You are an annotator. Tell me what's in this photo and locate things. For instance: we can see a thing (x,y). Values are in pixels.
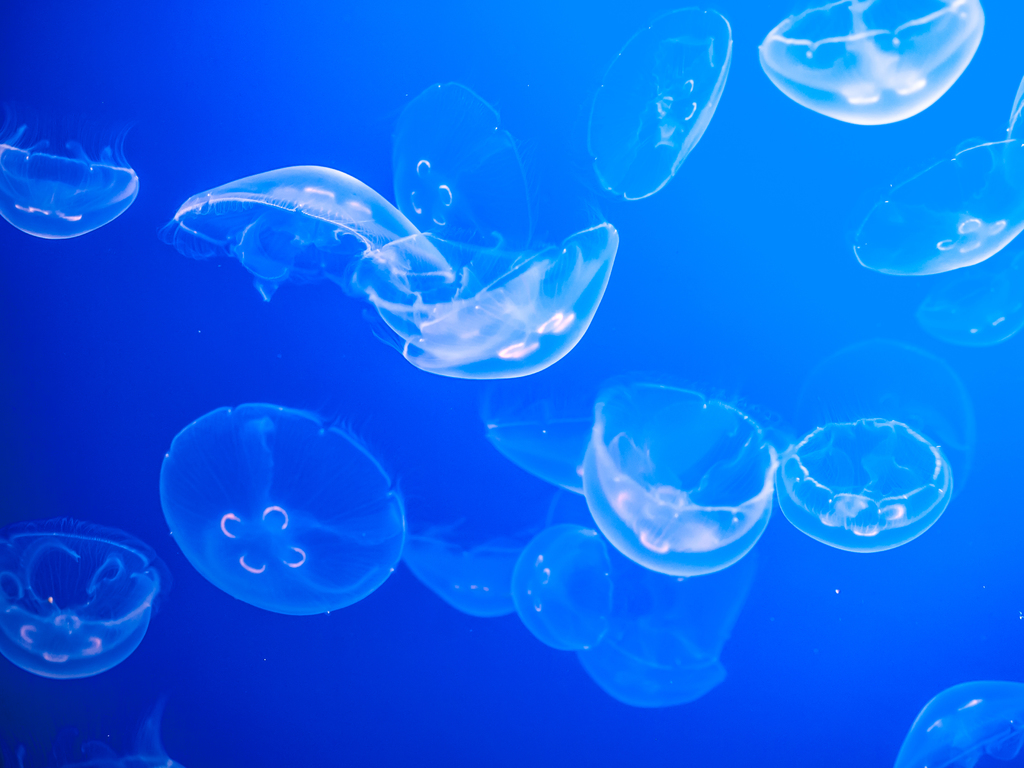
In this picture we can see many Jellyfish (427,544) under the water (427,663).
